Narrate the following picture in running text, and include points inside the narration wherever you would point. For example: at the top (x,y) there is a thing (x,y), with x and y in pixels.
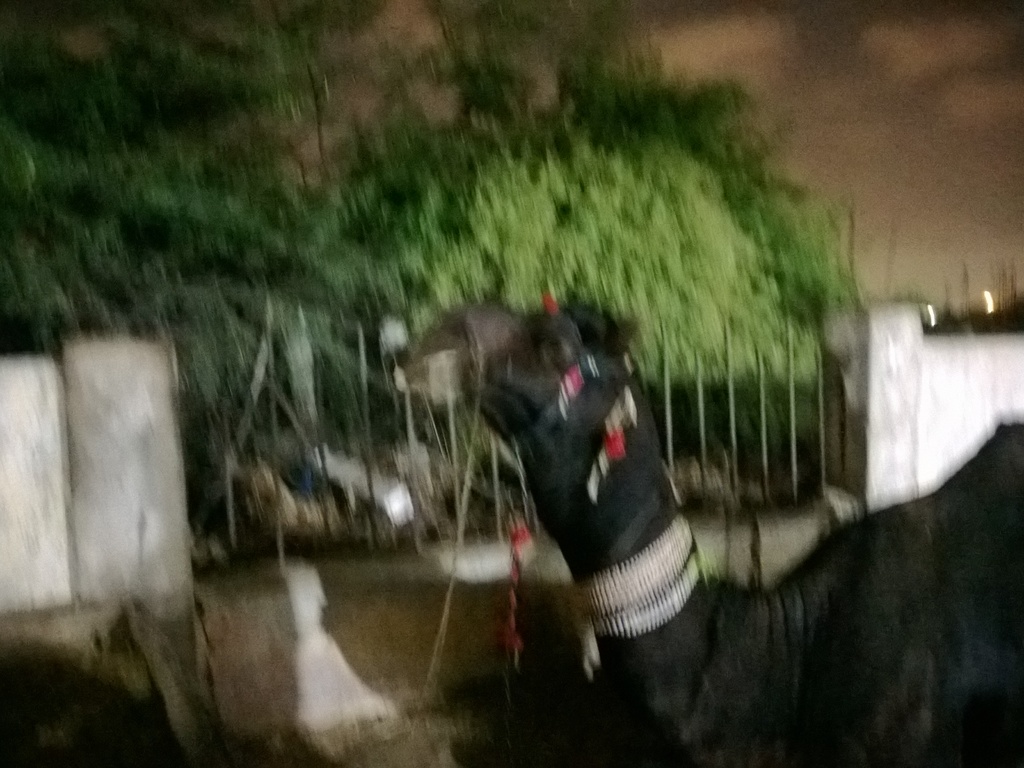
In this picture we can see a camel (741,660) in the front (868,679), in the background (76,289) there are some trees (337,201) and a wall (941,421), there is the sky (875,49) at the right top of the picture (872,53).
